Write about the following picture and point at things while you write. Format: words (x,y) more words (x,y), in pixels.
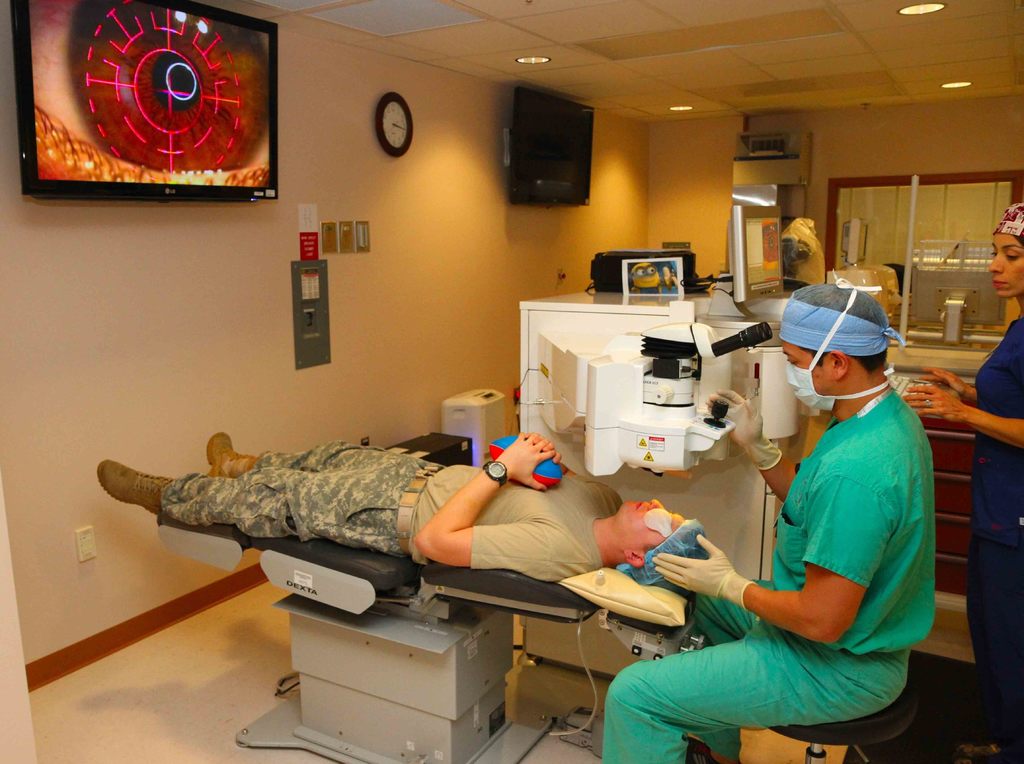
The man (301,461) in the uniform (412,496) who is lying on the chair (606,624) is under treatment. Beside him, we see a man (870,519) in green shirt (816,534) is sitting on the stool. Beside him, we see machinery equipment (657,353). In front of him, we see a white wall (179,311) on which television (159,140) and watch (402,151) are placed. In the background (862,254), we see a window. This picture is clicked in the hospital (196,664).
